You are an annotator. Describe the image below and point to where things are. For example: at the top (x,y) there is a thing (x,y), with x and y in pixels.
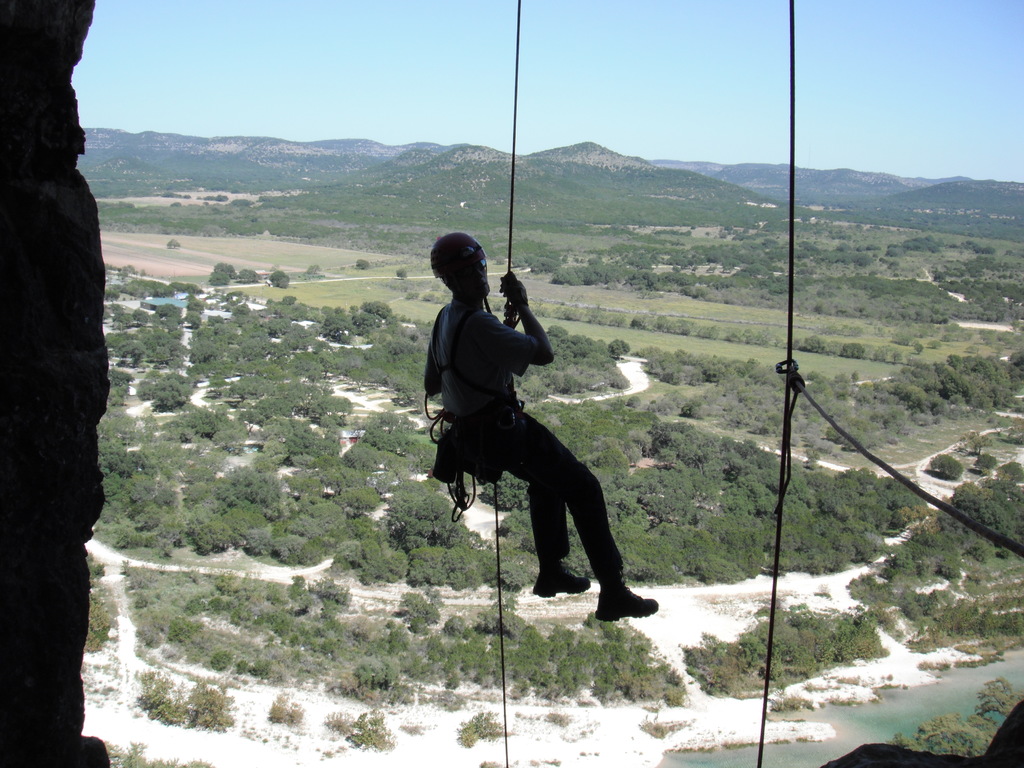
In this image, we can see some trees (770,542). There is a person (446,314) in the middle of the image hanging on the rope (509,255). There is a hill (327,143) and sky (456,84) at the top of the image (550,81).
